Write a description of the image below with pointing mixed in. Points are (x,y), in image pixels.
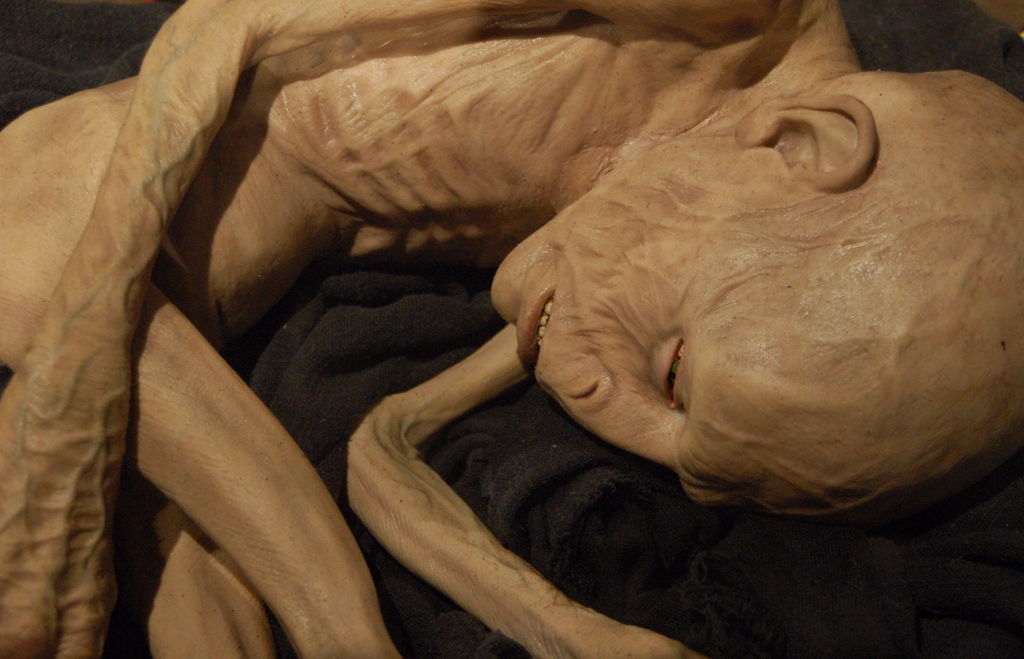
This picture shows a diseased human (544,331) and we see a black cloth (76,4).
